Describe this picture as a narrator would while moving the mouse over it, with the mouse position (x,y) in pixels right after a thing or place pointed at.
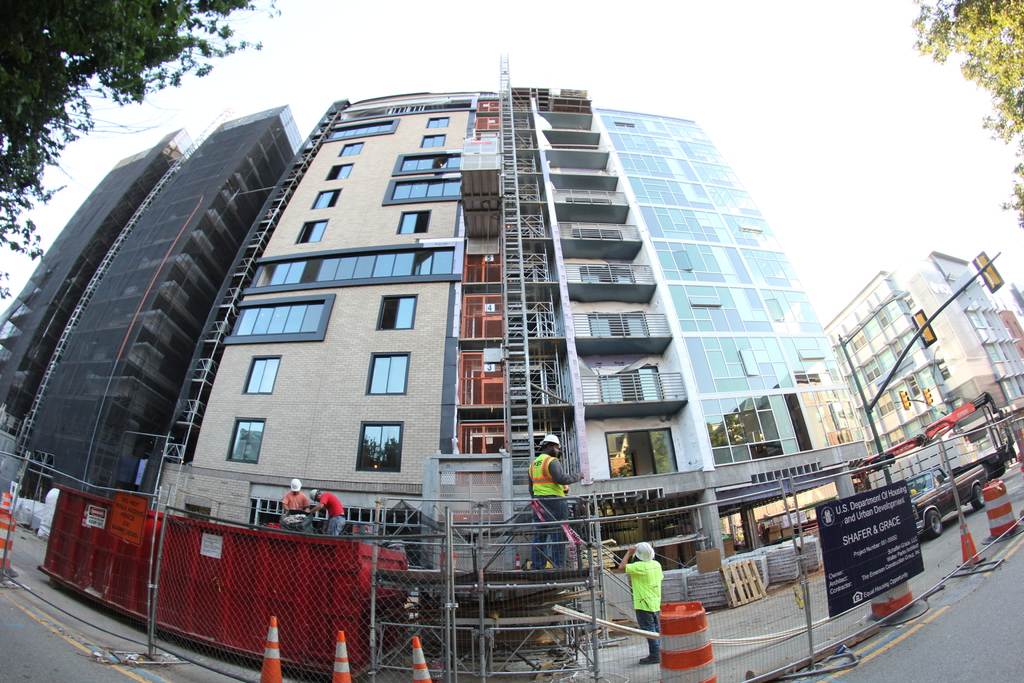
In this image I can see few buildings (365,203), windows (413,189), trees (136,40), few people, traffic cones (990,511), net fencing (963,505), traffic signals (987,275), vehicles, containers (146,572) and few objects (528,668) on the road (825,682). The sky (767,177) is in white color.
